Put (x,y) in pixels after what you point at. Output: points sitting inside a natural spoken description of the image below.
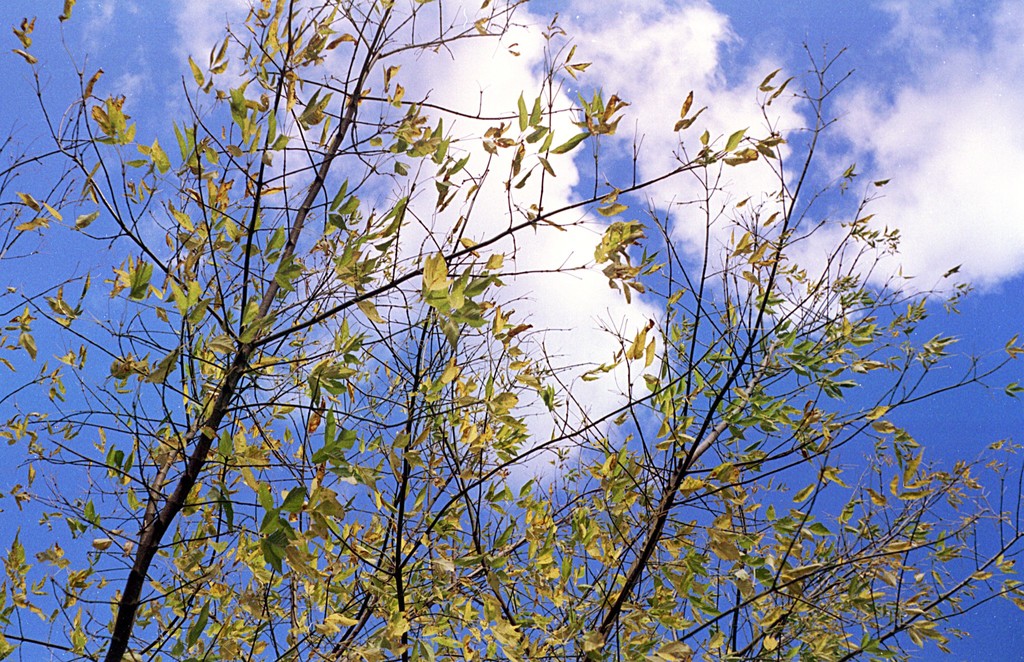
Here we can see a tree (343,370) and clouds (568,174) in the sky (79,268).
